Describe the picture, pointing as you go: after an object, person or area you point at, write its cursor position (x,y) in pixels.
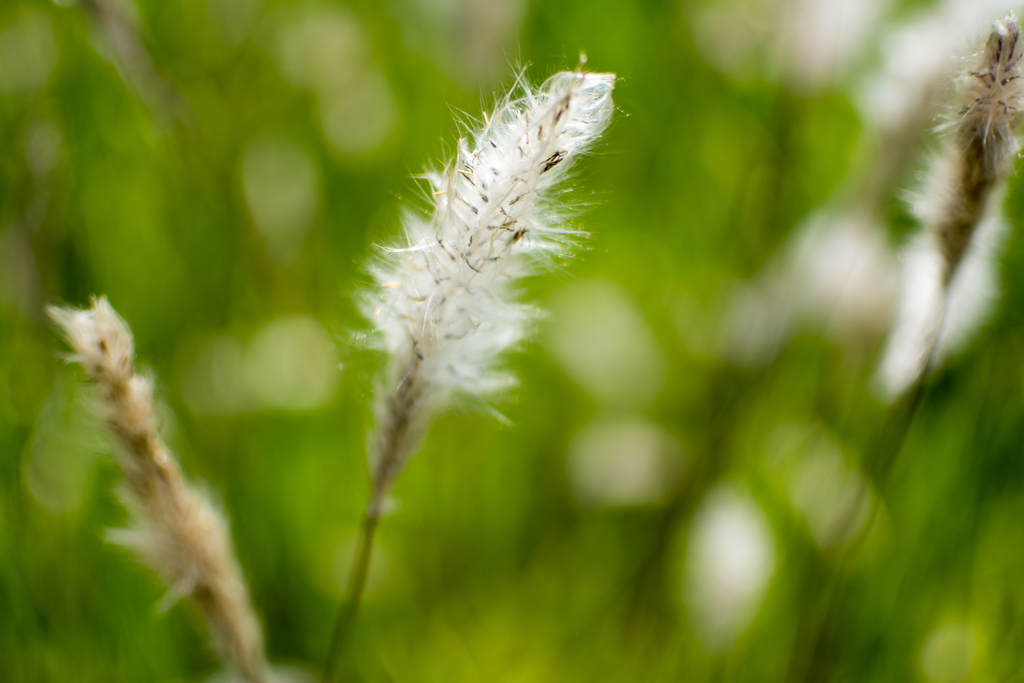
In this image there are flowers (425,312) and a blurred background (567,574).
